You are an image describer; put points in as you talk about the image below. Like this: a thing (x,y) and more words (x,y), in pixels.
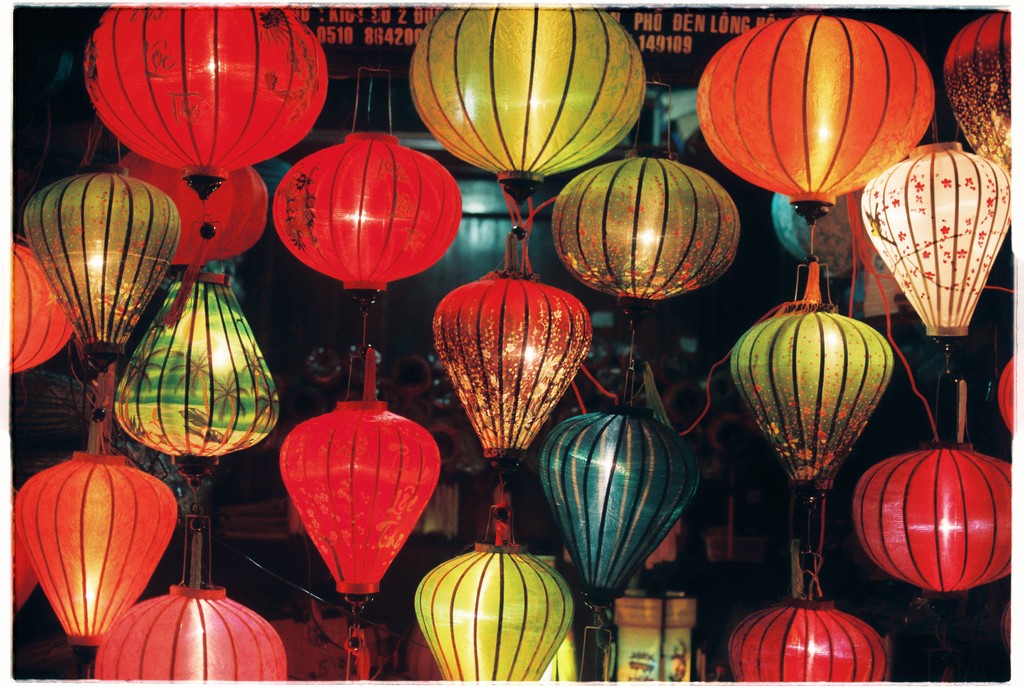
In this image I can see few light balls (147,390), they are in red, green, and orange color. Background (240,527) I can see few objects (709,431).
